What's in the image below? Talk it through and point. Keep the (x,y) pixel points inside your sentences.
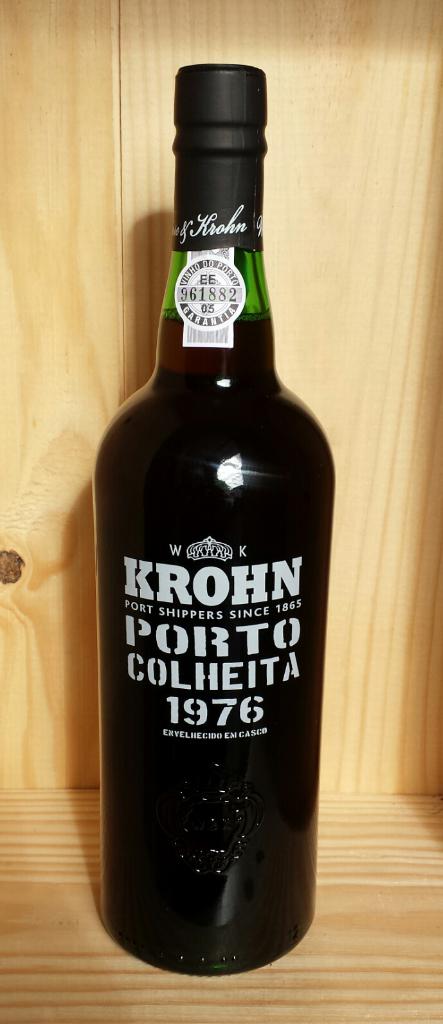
In this image i can see a black color bottle (191,567).
